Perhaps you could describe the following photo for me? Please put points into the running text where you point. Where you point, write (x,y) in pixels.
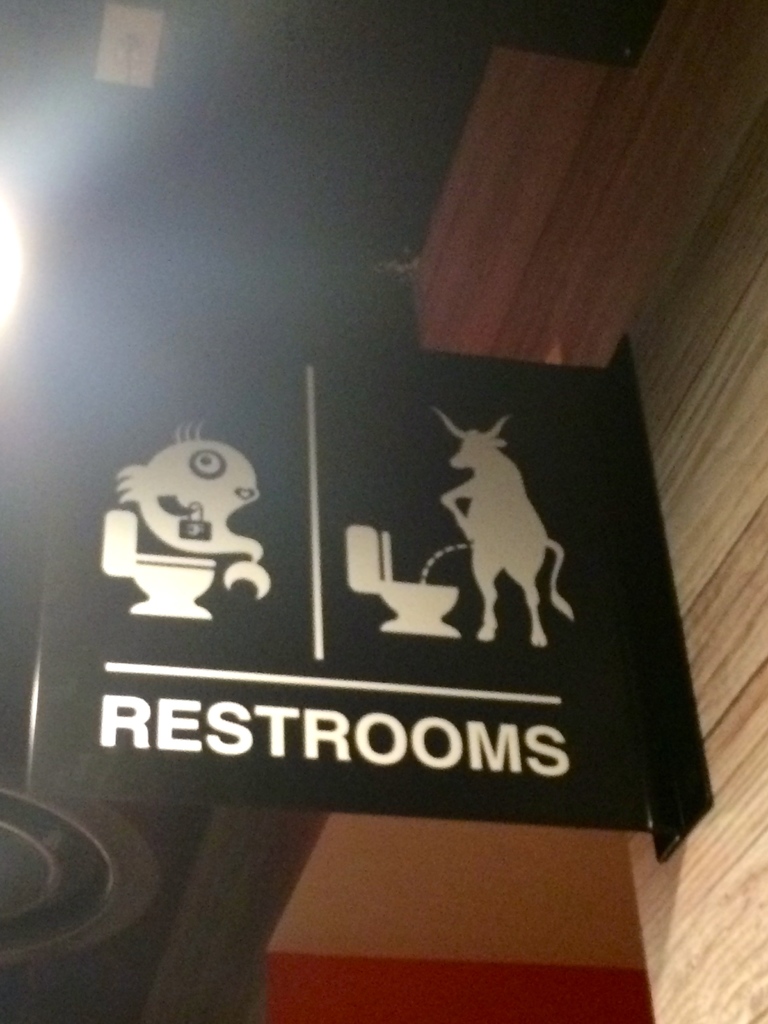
In this image I can see the black color board (283,504) to the wall (738,458). And I can see the name restrooms (352,728) is written on it. To the left (16,316) I can see the light (9,274).
